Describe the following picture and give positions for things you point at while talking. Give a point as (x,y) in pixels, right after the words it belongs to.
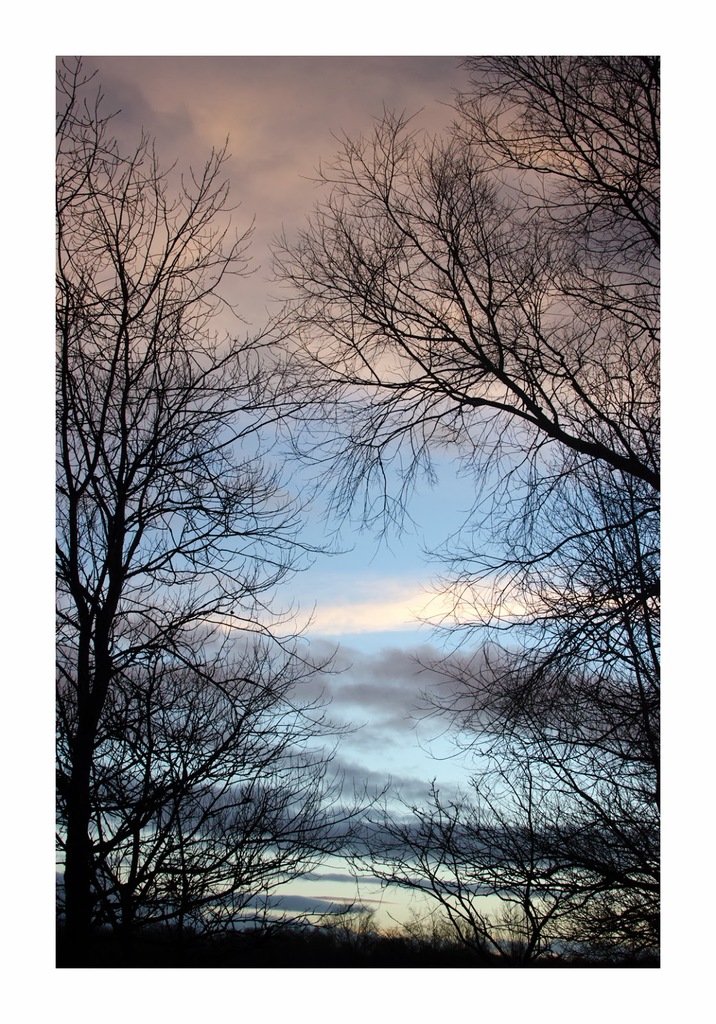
In this image we can see trees (190,390) and sky (426,542) with clouds (333,186).
